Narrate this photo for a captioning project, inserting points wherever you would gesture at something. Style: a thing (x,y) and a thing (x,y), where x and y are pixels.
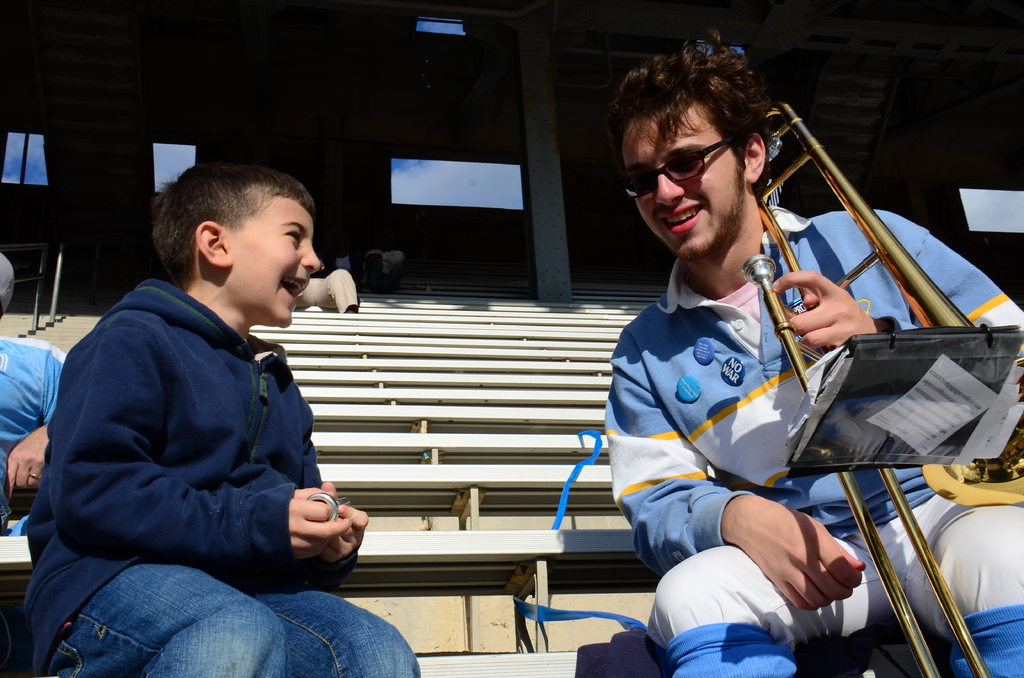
On the right side of the image (729,221) we can see a man (751,427) is sitting and holding a musical instrument (890,253), in-front of him we can see a file (908,413). On the left side of the image (208,325) we can see two people (264,498) are sitting. In the background of the image (367,561) we can see the stairs (485,398), windows (501,208), pole (546,197) and some people (397,270) are sitting on the stairs (425,296).
